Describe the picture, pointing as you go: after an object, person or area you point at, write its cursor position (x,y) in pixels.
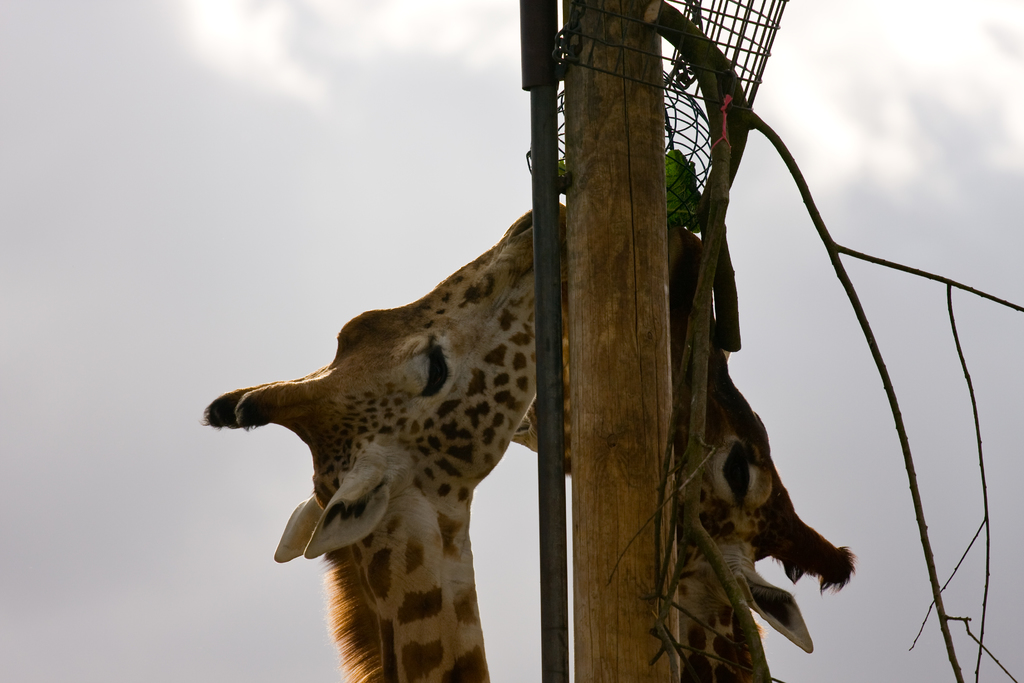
This image consists of two giraffes (371,479). It looks like they are eating. In the middle (616,262), we can see a wooden block (583,271) and a pole (546,116) made up of metal (550,524). In the background (133,147), it looks like sky (232,434).
